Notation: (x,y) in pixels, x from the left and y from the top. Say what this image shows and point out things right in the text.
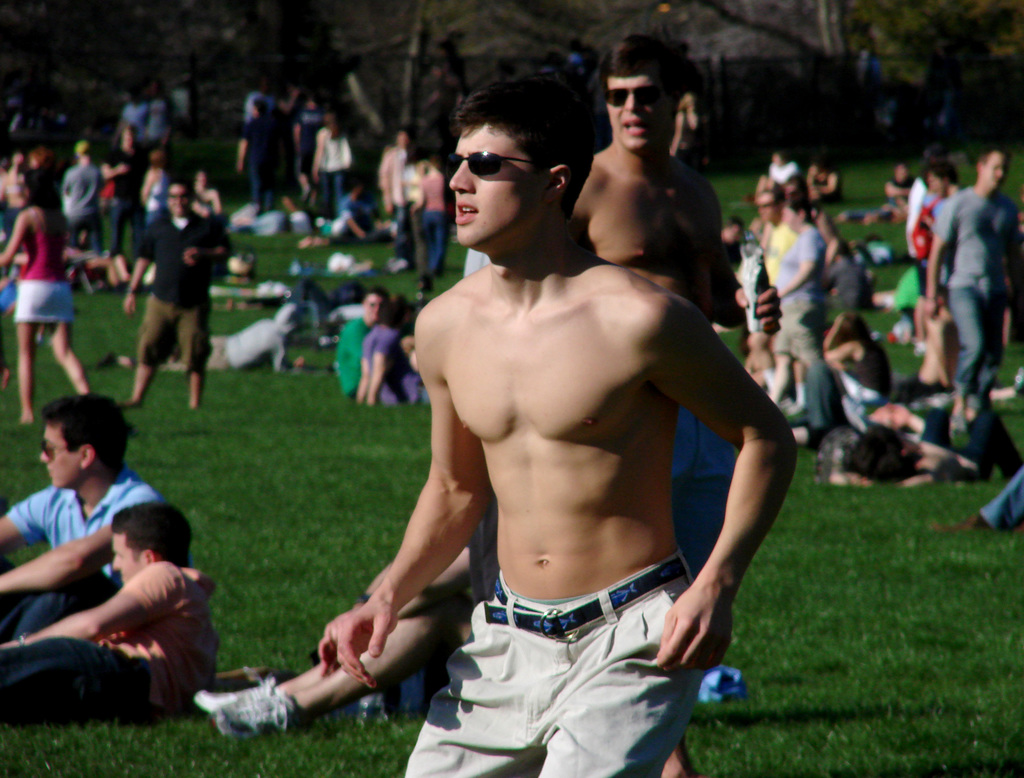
In this image I can see group of people (479,300), some are sitting and some are standing. In front (587,602) the person (570,649) is wearing cream color pant (632,686), background (931,51) I can see few trees (854,10) in green color.
